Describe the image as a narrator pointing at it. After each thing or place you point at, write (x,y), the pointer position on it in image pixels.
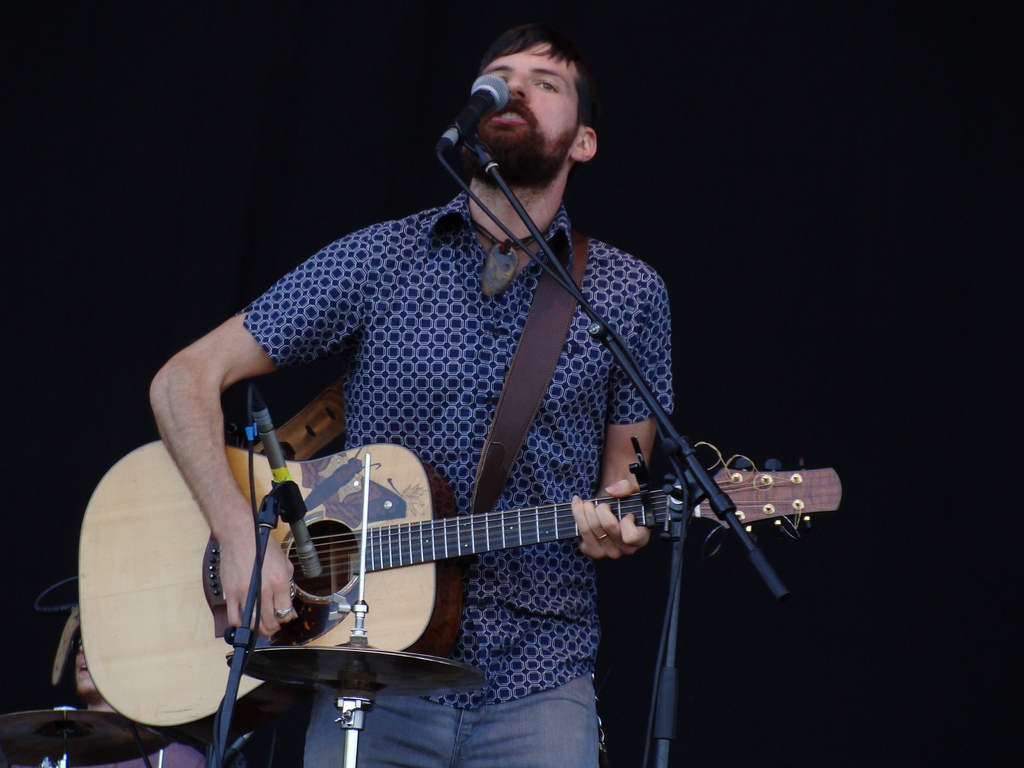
In the image there is man (442,298) holding a guitar (352,479) and playing it in front of a microphone (504,91) and opened his mouth (520,120) for singing, on left side (86,698) there is another man (100,702) playing his musical instrument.
